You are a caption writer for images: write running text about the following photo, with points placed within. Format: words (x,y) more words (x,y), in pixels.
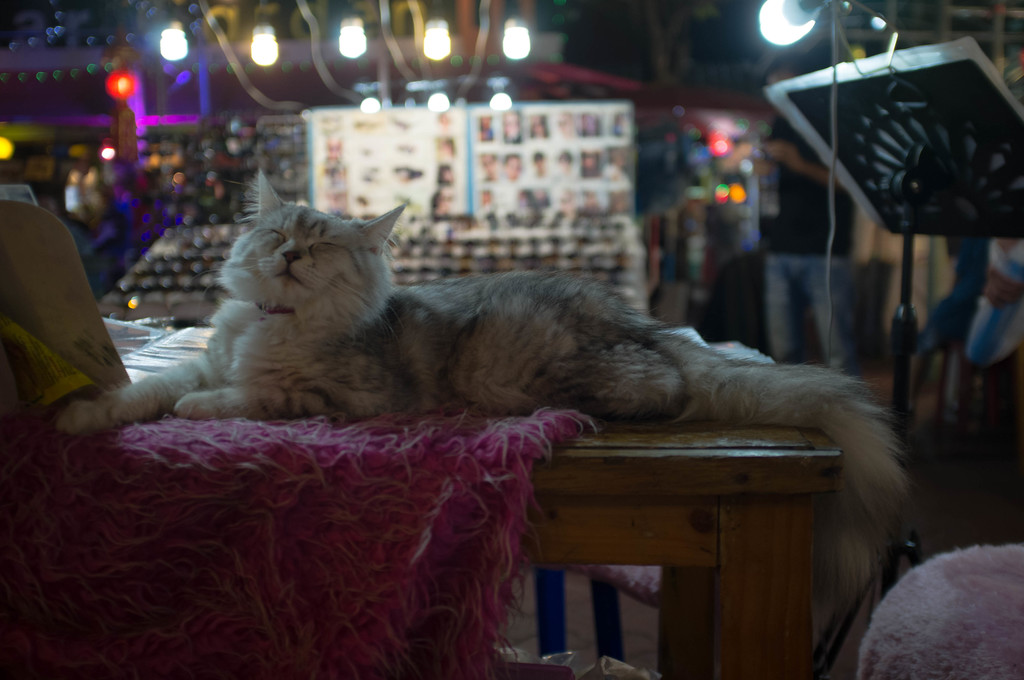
In this picture there is a cat (691,380) which is lying on the table (776,463), beside that we can see the cloth (489,431), papers (34,380) and files (38,326). On the right (864,166) we can see the light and stand (990,182). In the background (588,155) we can see the photo frames (598,171) which is attached on this white board (569,155).
